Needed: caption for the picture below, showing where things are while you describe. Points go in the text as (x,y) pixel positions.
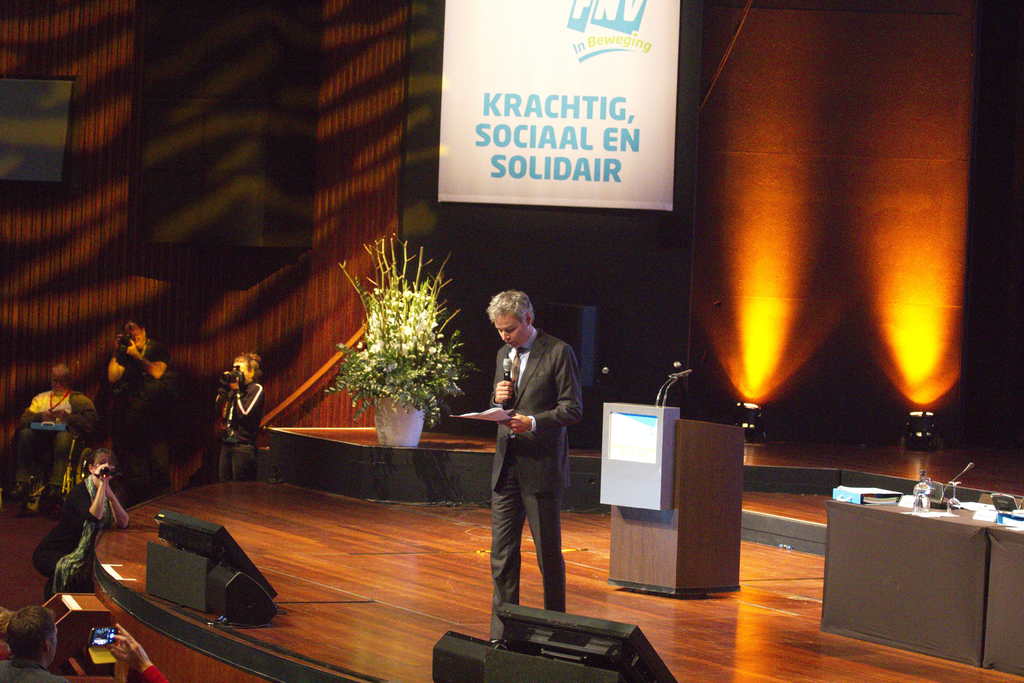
In this image I can see a person (534,378) holding mic (505,380) and paper (484,412). He is wearing black dress (528,431). Back I can see a podium (703,439) and few object (921,511) on the table (904,543). I can see a flower pot (398,415), lights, few people (153,365) are holding cameras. Wall (552,213) is in brown color.
